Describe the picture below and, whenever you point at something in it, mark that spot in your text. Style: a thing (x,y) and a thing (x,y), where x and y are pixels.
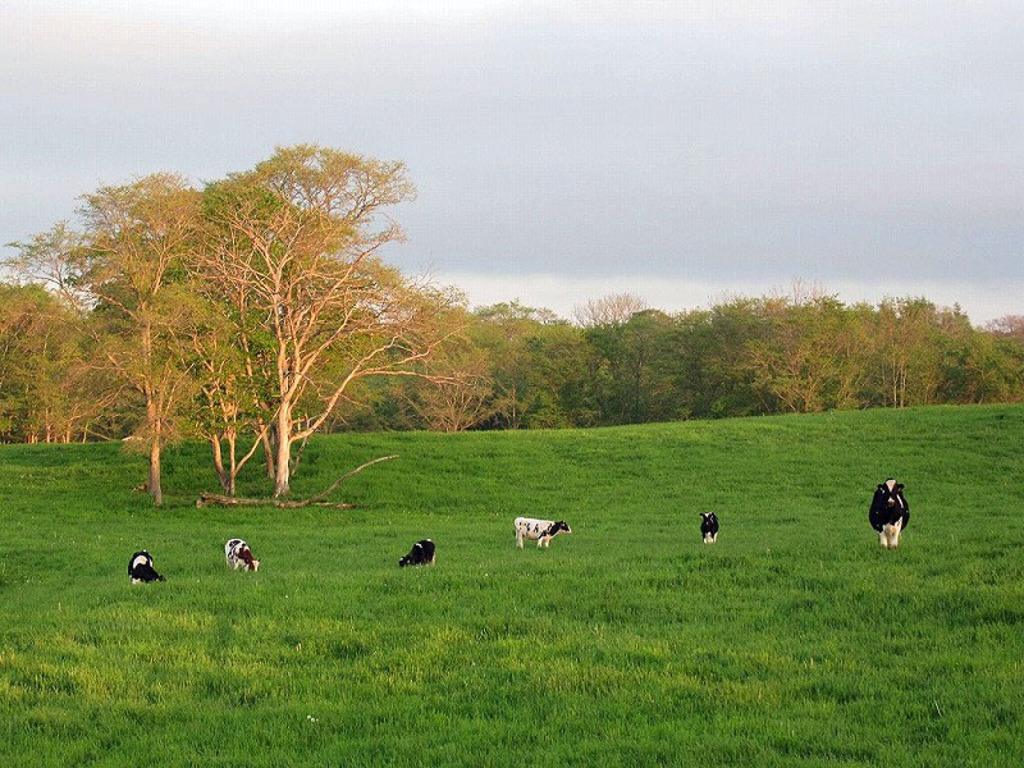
In this image there are cows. Behind the cows (422,558) there is a branch (217,497) of a tree (231,504). At the bottom of the image (560,641) there is grass (560,641) on the surface (388,666). In the background of the image (485,392) there are trees (647,404) and sky (851,102).
